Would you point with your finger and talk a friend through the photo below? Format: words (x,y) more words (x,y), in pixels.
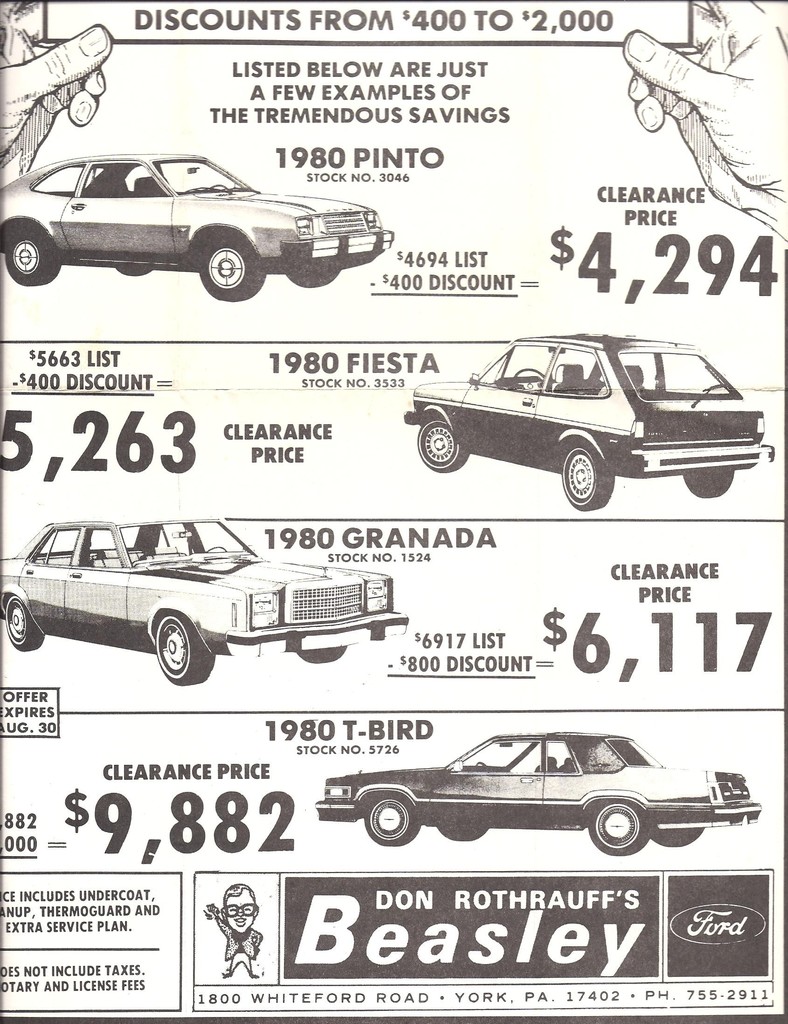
In this image there is a poster (401,587) in which there are images of the cars (439,775) and images of the hands (739,121) and there are some texts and numbers (238,843) written on this poster image (459,573). There is a cartoon (254,940) in the bottom (236,933).
